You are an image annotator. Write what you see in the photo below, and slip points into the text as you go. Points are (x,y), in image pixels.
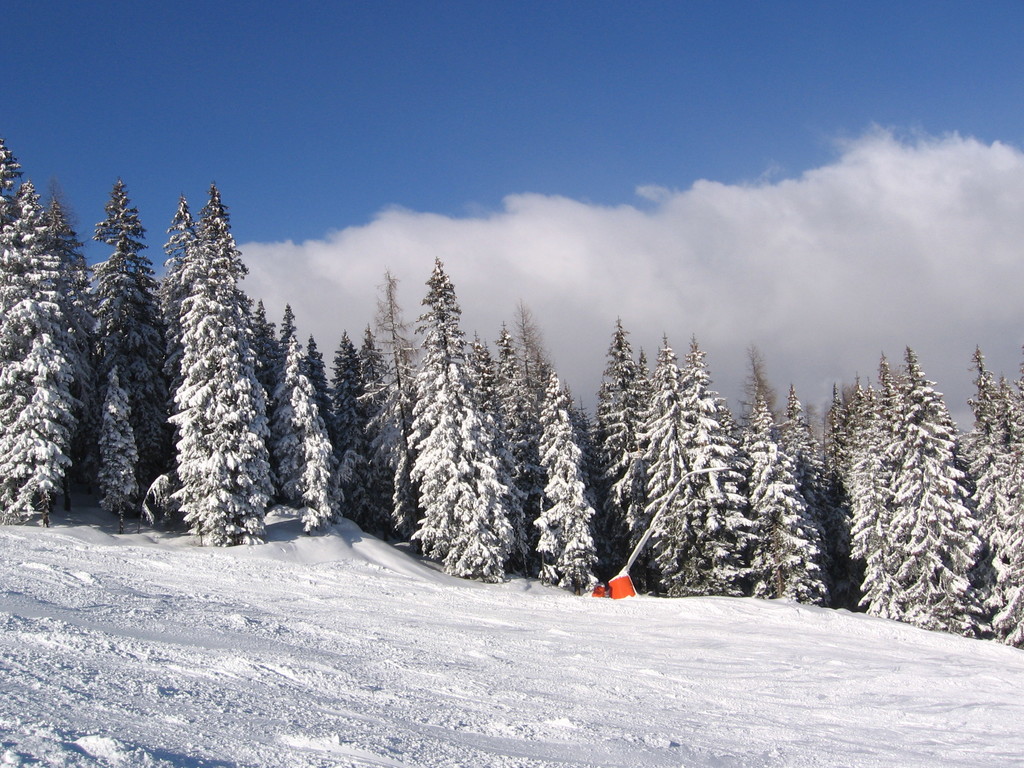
In this picture I can see snow (440,656). I can see trees (480,446) in the background (479,424). I can see clouds (646,225) in the sky (473,120).
